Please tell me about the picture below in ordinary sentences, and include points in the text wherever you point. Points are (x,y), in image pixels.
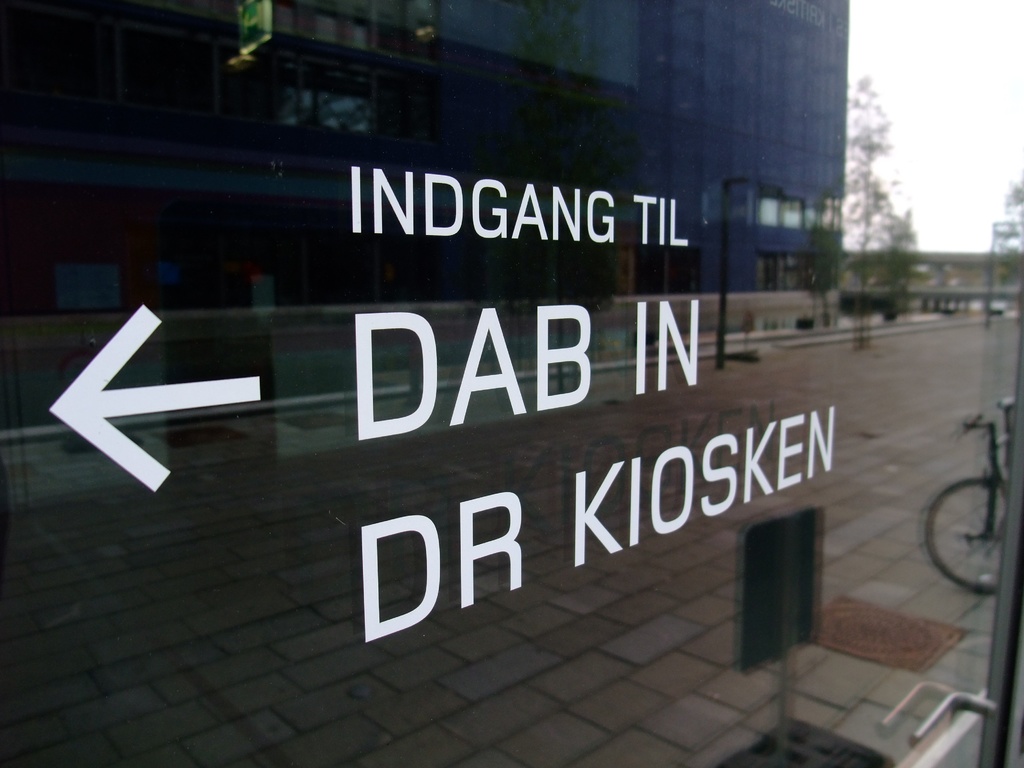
In this picture we can see an object (894,477) which seems to be the glass (130,162) and we can see the text (516,519) on the glass (454,527) and we can see the reflections (775,365) of the building (386,62), sky (918,149), trees (902,260), bicycle (996,453), pavement (162,549) and the reflections (495,458) of many other objects (849,305) on the glass (546,222).
